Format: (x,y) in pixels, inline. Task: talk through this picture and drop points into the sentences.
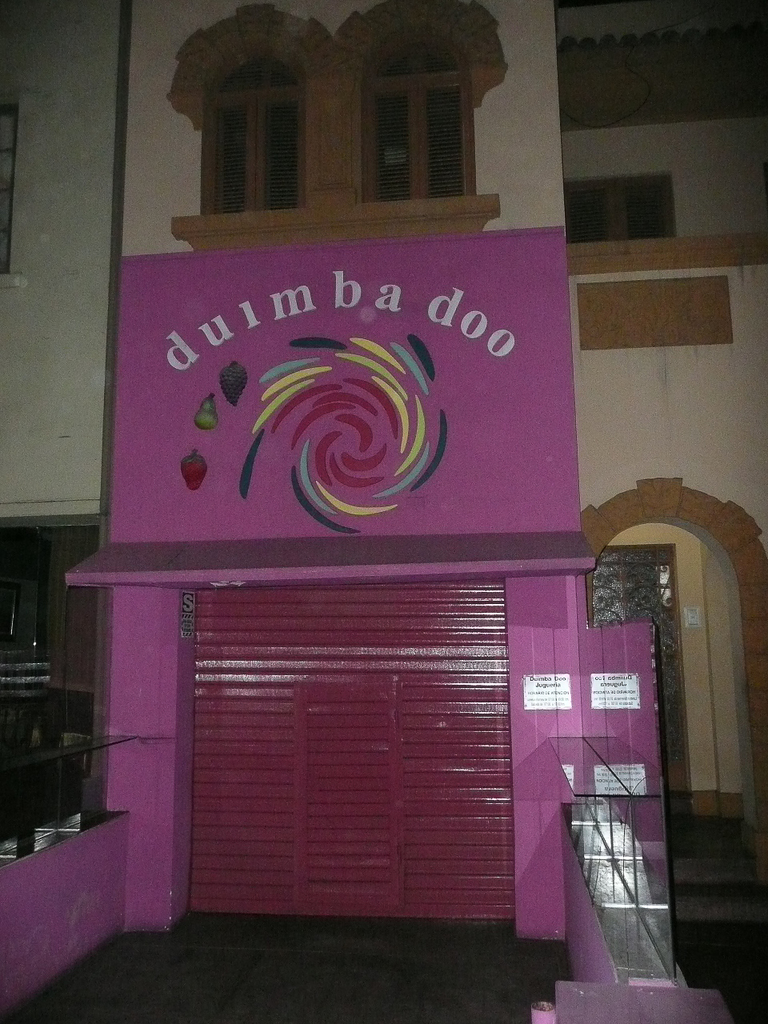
In this image, we can see a building (449,476). Here we can see a pink shutter (373,795), name board (451,442), walls (616,459), windows (221,169). Right side of the image (744,881), we can see few stairs (725,892).
